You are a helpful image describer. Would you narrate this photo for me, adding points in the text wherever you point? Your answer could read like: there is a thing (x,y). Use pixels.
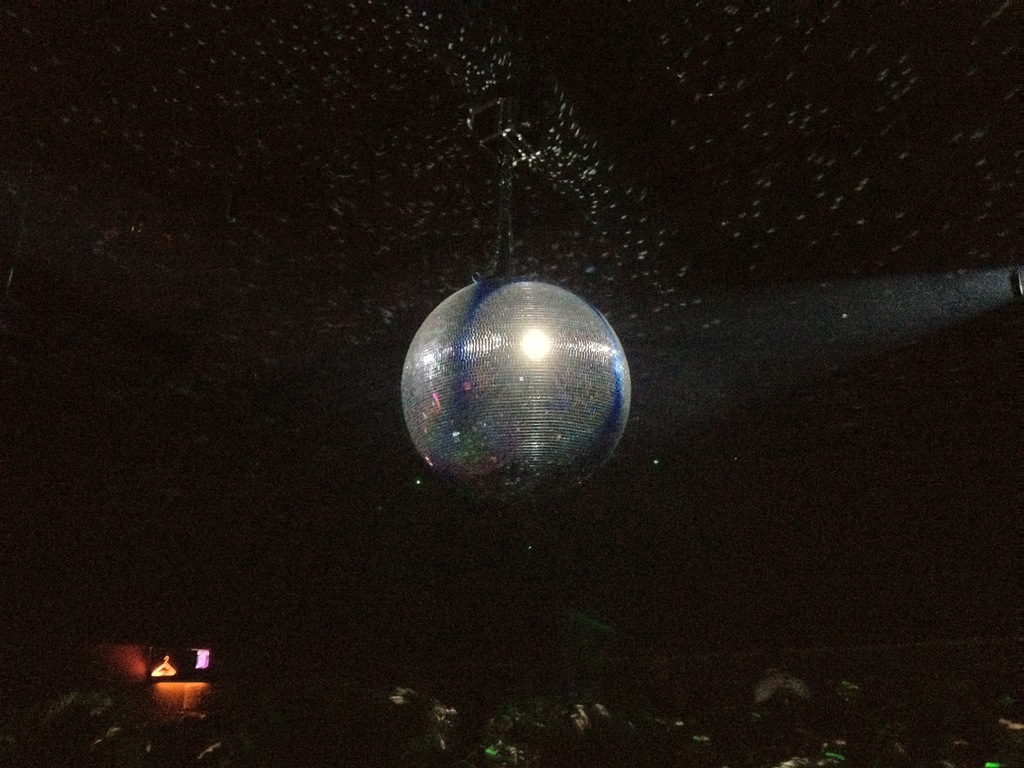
In this image there is an object (501,304) hanging like a sphere (515,388). The background (489,639) is dark.
